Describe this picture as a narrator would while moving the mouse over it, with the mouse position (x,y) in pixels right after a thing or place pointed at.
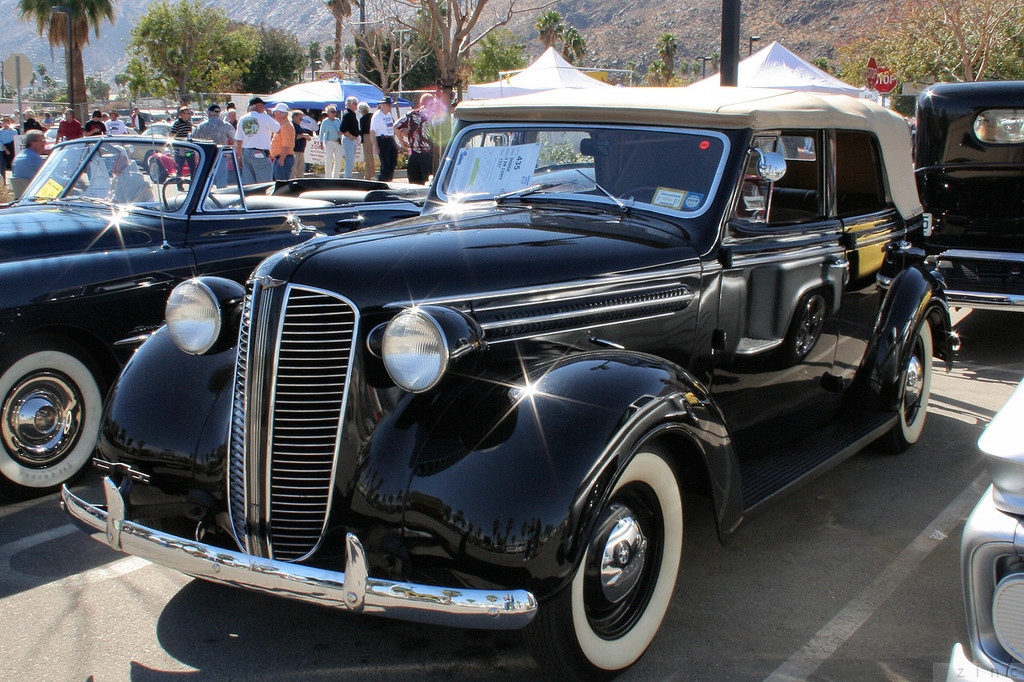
In this picture there are vehicles (406,276) and there are group of people (374,154) and there is a tent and there are trees (471,67) and poles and there is a mountain (843,16). At the bottom (882,589) there is a road (908,598).
